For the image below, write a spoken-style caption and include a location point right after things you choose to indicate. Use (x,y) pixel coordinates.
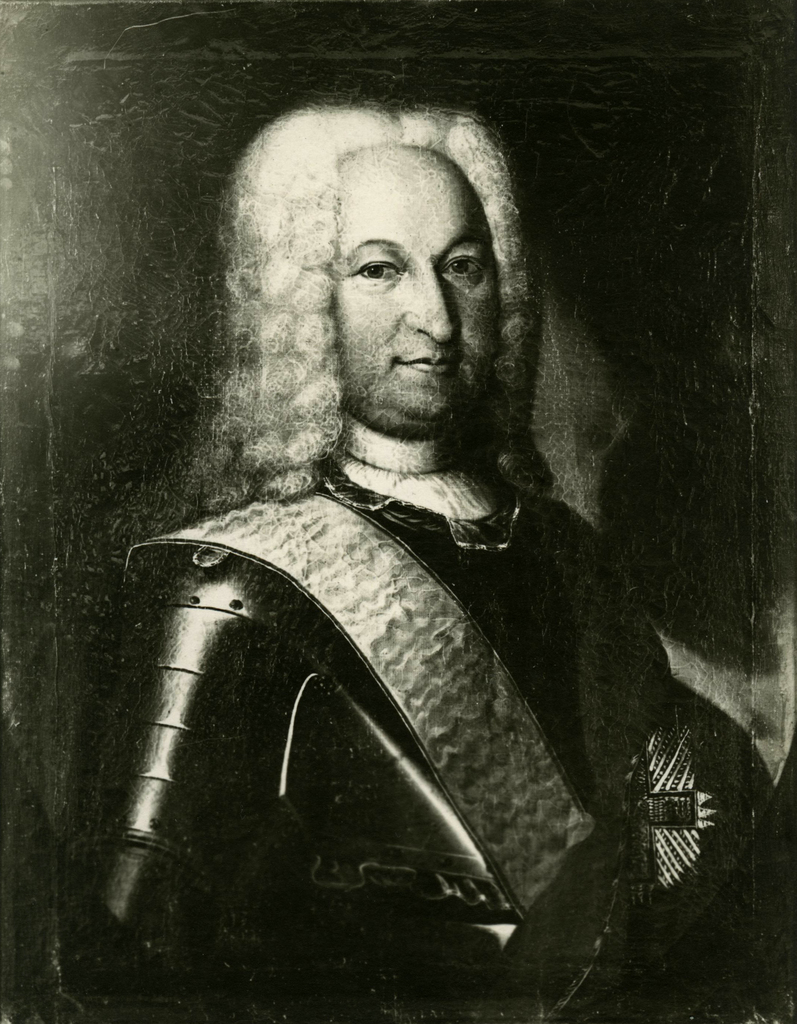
In the image we can see there is a person (454,486) standing and he is wearing a jacket (450,840). The image is in black and white colour.
